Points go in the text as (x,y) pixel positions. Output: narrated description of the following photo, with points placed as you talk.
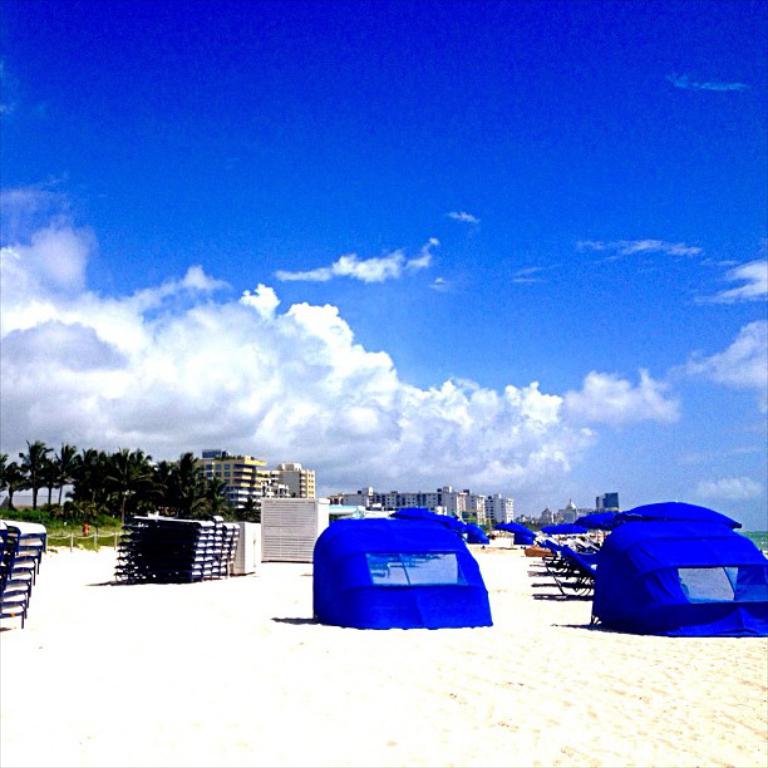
In this image I can see the blue color tents (423,579) and some objects (200,553) on the sand (501,653). In the background (340,493) I can see many trees (108,505) and the buildings (346,505). I can also see the clouds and blue sky (519,285) in the back (42,307).
